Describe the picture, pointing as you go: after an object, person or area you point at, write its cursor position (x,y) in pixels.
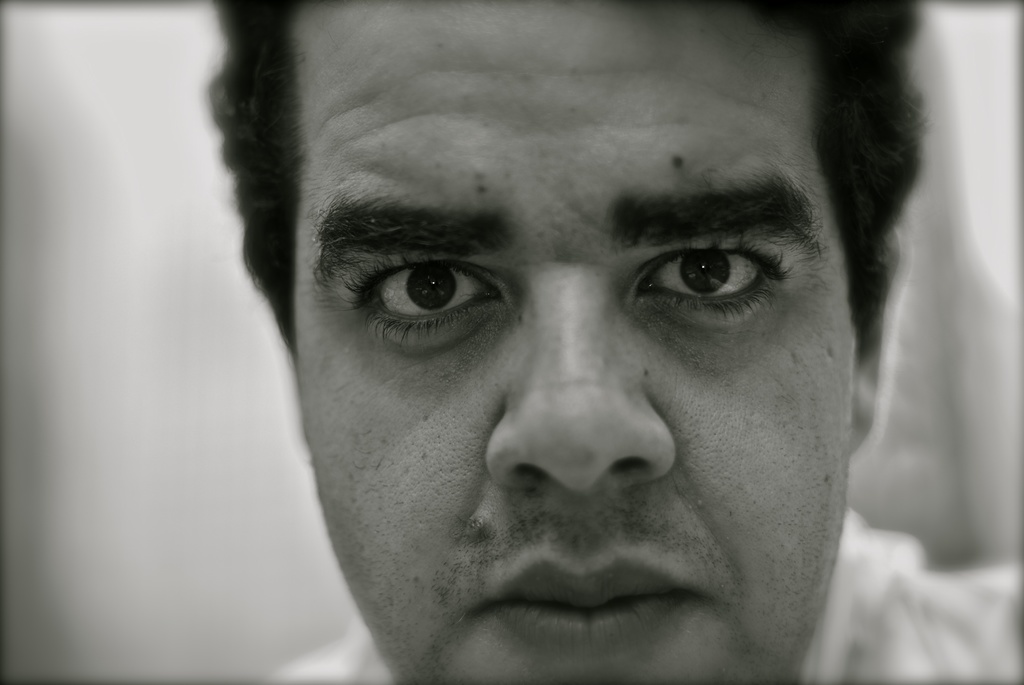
In this picture we can see a person (694,565) and in the background (260,396) we can see it is blurry.
